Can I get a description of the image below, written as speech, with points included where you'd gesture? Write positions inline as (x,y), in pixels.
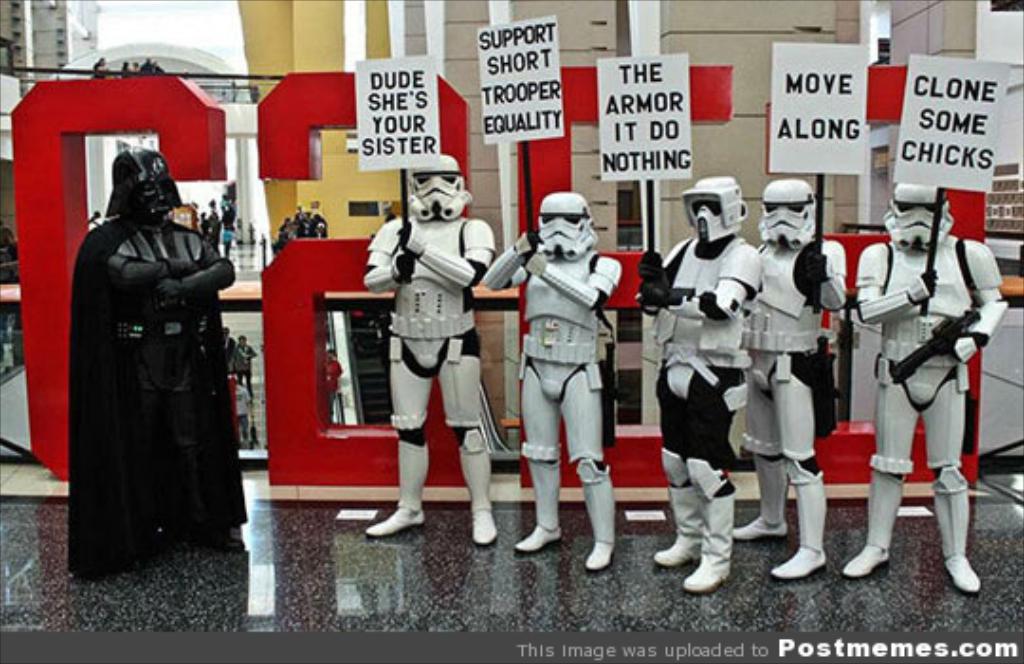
In this picture we can see a few people (591,479) wearing costumes (792,374) and holding placards (904,139). We can see the text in the bottom right (706,659). There are some people (232,205), other objects (39,334) and the architecture (297,60) in the background (58,212).
